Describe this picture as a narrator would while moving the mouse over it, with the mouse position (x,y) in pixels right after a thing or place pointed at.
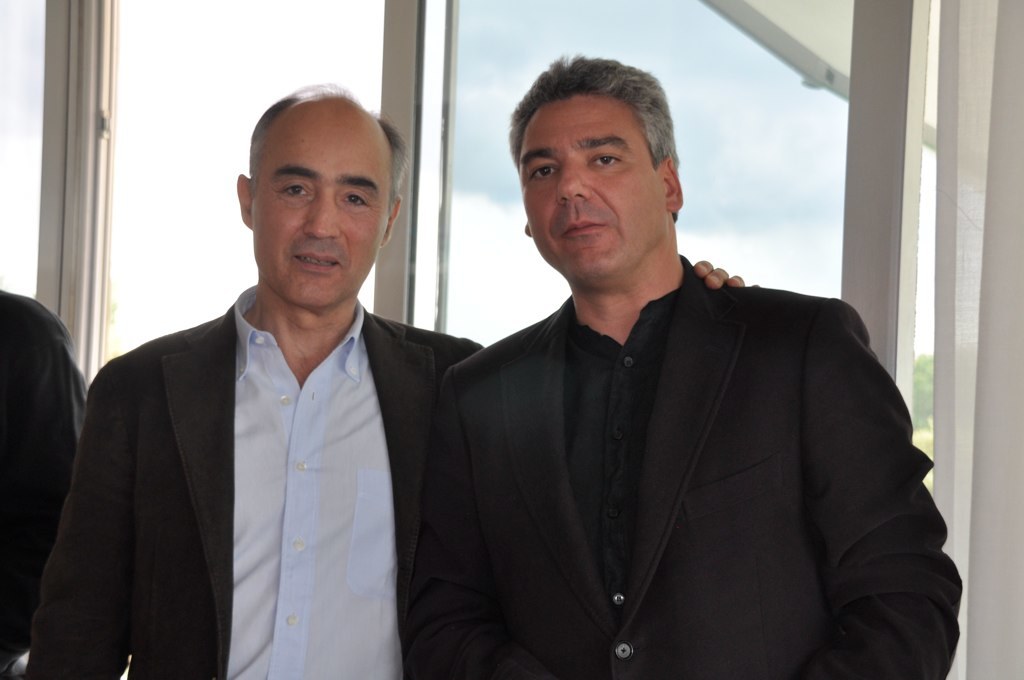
In this picture I can see couple of men (313,346) standing and I can see another human (29,380) on the side and a glass window (794,30) on the back (805,43) and from the glass (932,378) I can see a tree (932,378) and a blue cloudy sky (759,127) and I can see a curtain (994,115) on the right side of the picture (971,38).
